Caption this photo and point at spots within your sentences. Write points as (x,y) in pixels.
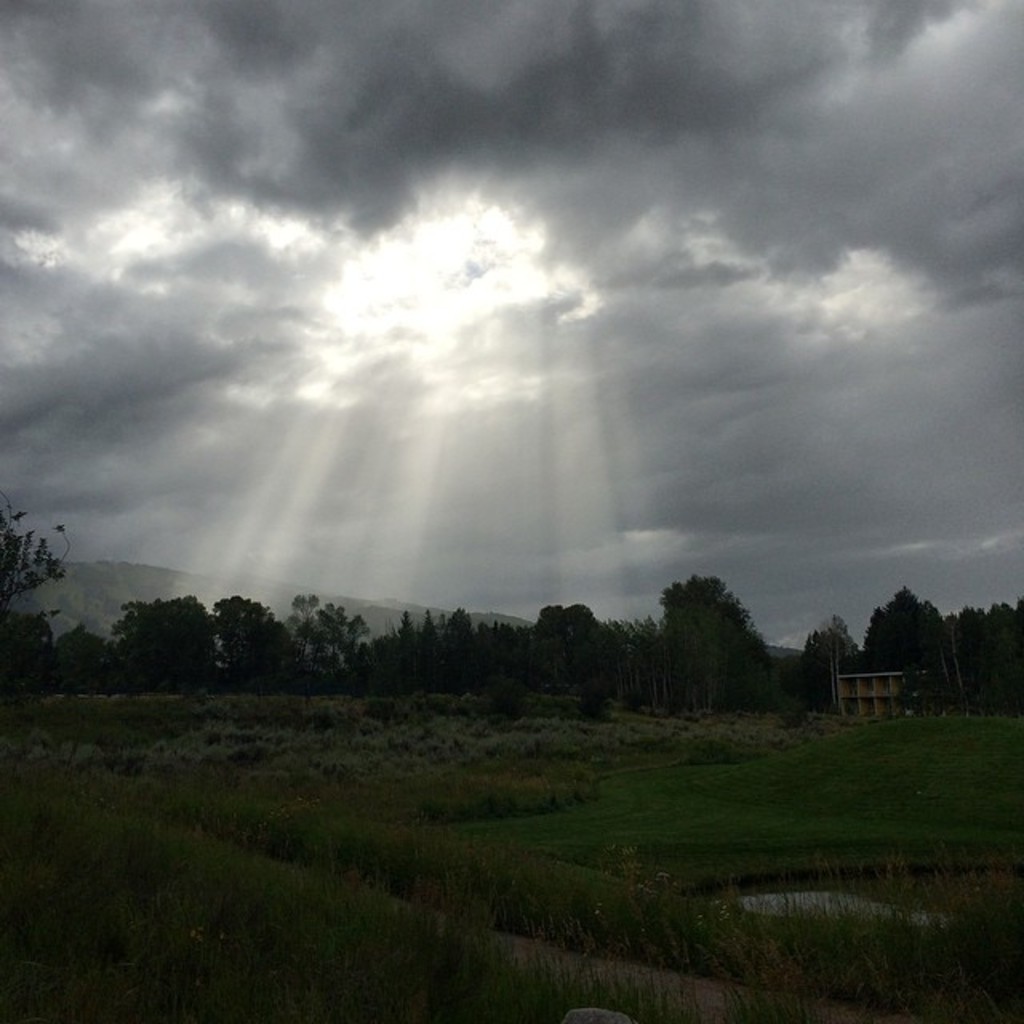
In this image we can see trees (33,575), building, plants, grass (628,768) and we can also see the sky (956,386).
